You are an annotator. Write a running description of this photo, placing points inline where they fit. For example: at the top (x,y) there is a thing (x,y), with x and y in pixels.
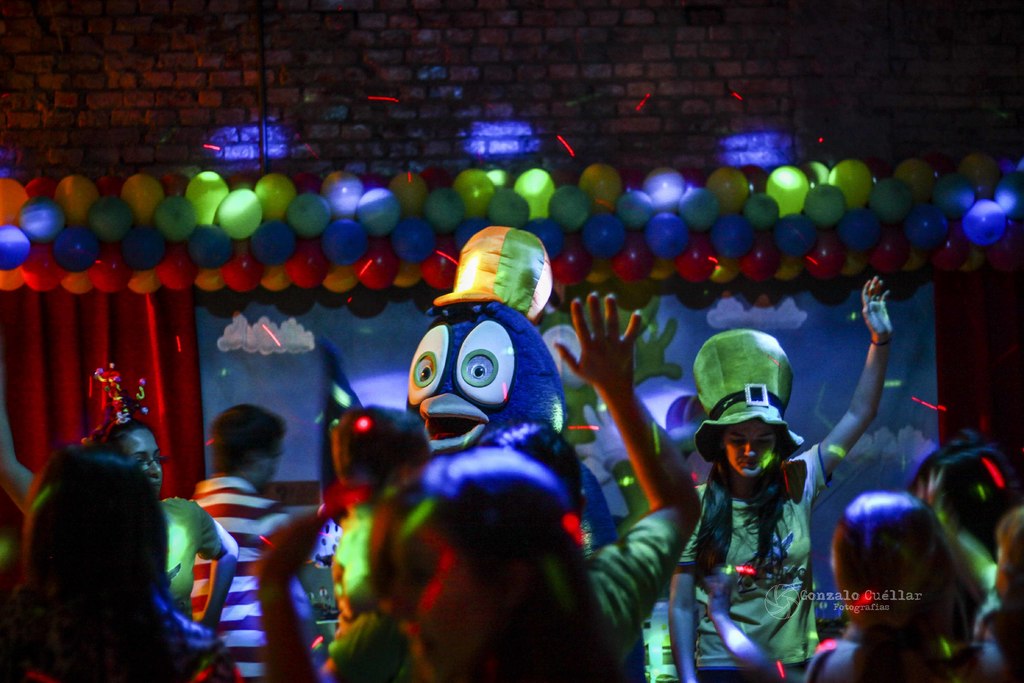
This picture shows few people (347,555) standing and we see a woman (742,449) wearing a cap (739,338) on her head (753,461) and we see balloons (67,189) and a curtain (75,376) on the back (290,191) and we see color lights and we see a human (454,433) wore a mask (469,429) and a brick wall (18,82) on the back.
